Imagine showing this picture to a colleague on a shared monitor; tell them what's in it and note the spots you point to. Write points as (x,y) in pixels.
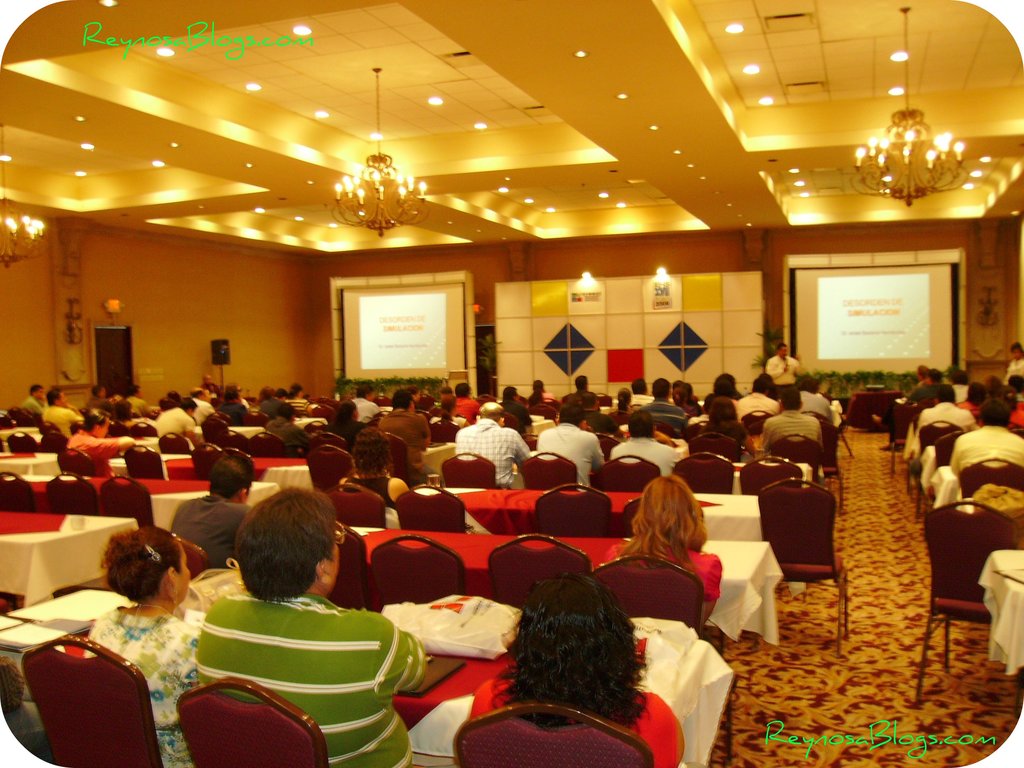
In this image we can see the inside view of a conference hall (562,377) where we can see people (584,385) are sitting on the chairs (317,725). In front of them tables (747,594) are there. In the background of the image (219,316), we can see screens (420,316), walls (545,271) and speakers (224,350). At the top of the image (898,159), we can see chandeliers (911,129) and lights (323,117) are attached to the roof (577,19).
